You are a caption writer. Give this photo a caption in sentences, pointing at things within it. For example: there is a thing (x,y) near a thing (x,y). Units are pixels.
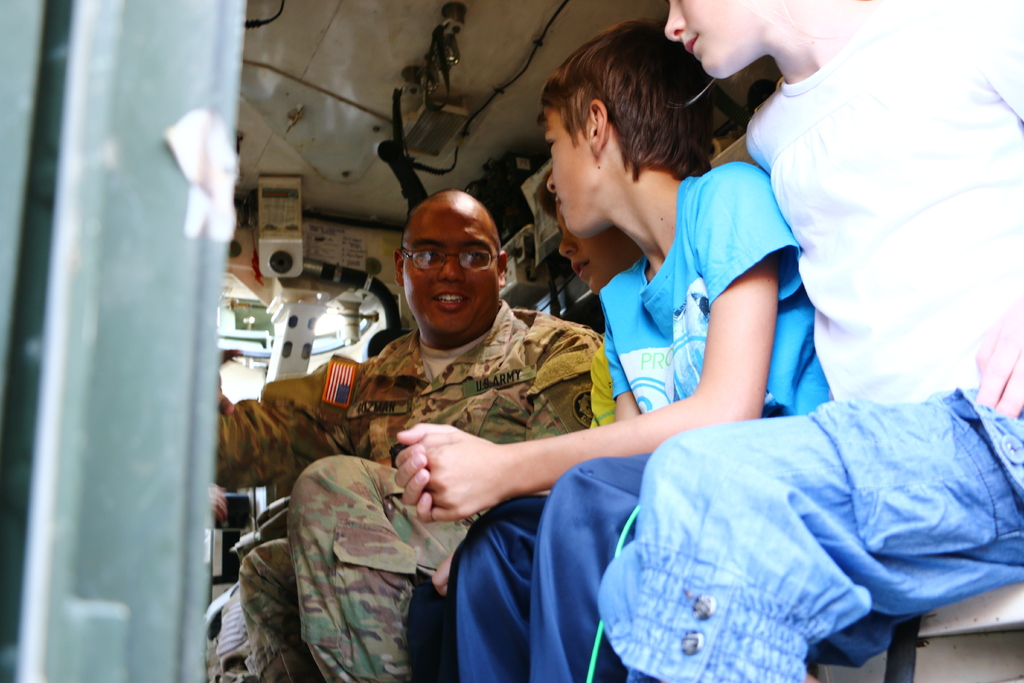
In this picture we can see there are four people (458,411) sitting in a vehicle (231,535). At the top of the image (525,171), there is a cable (499,92) and some objects (522,189).
